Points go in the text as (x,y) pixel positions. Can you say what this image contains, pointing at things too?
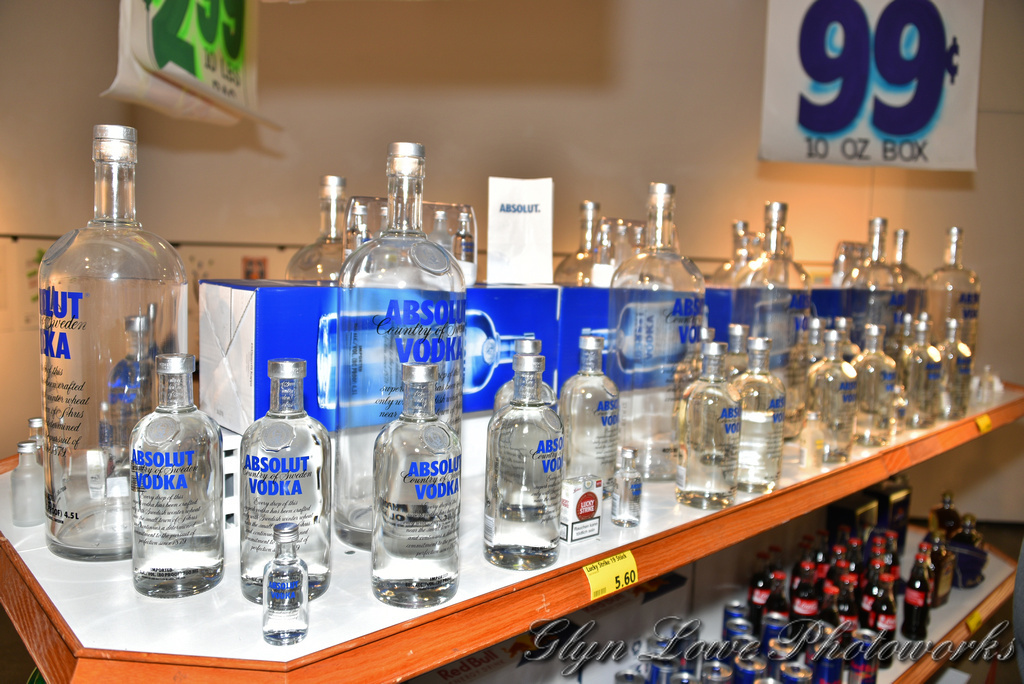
In this image i can see glass bottles (528,447) in a shelf (588,597) and in the background (606,92) i can see a wall (583,97) and few banners (895,85).
